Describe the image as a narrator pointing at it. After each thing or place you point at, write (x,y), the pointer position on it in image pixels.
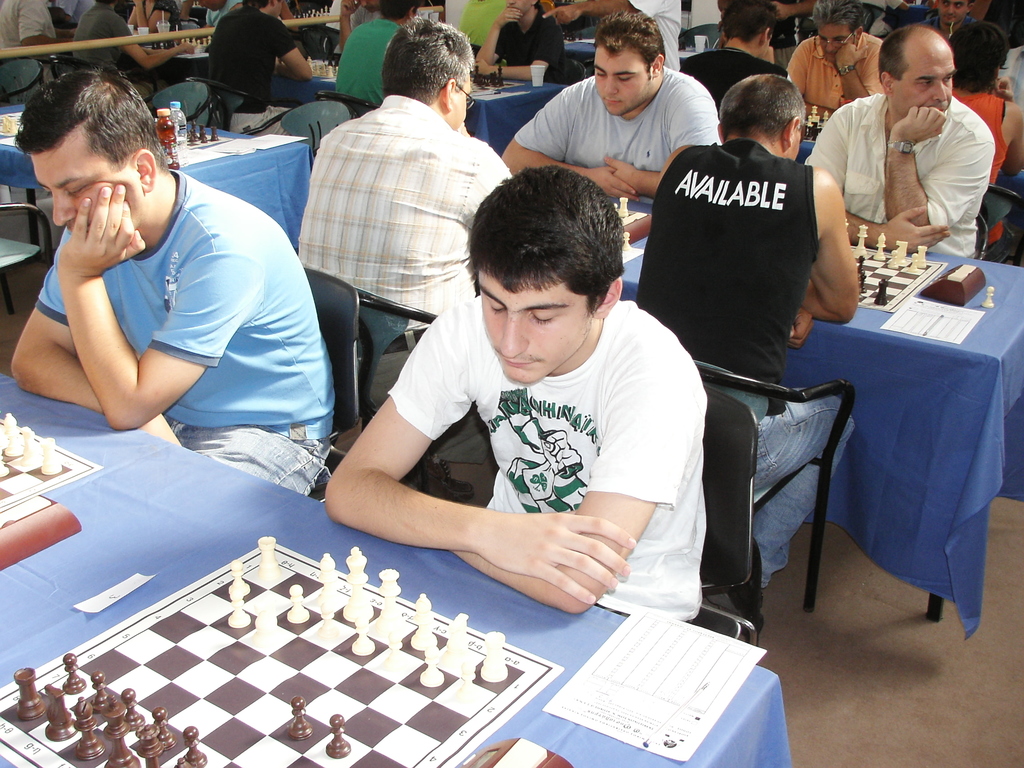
This image consists of so many people (133,272) who are playing chess. there are so many chess boards (217,765) and chess coins (455,625) placed on the tables (280,510). There are so many chairs (186,103), tables (214,531), all of them are men (532,549), there is a paper (600,680) placed in the bottom (696,638) on the table (525,635) and there is also a paper (894,321) placed on the table (880,361) which is on the right side (930,308) there is a water bottle (174,106) placed on the table (206,171) which is on the left side (191,169).
